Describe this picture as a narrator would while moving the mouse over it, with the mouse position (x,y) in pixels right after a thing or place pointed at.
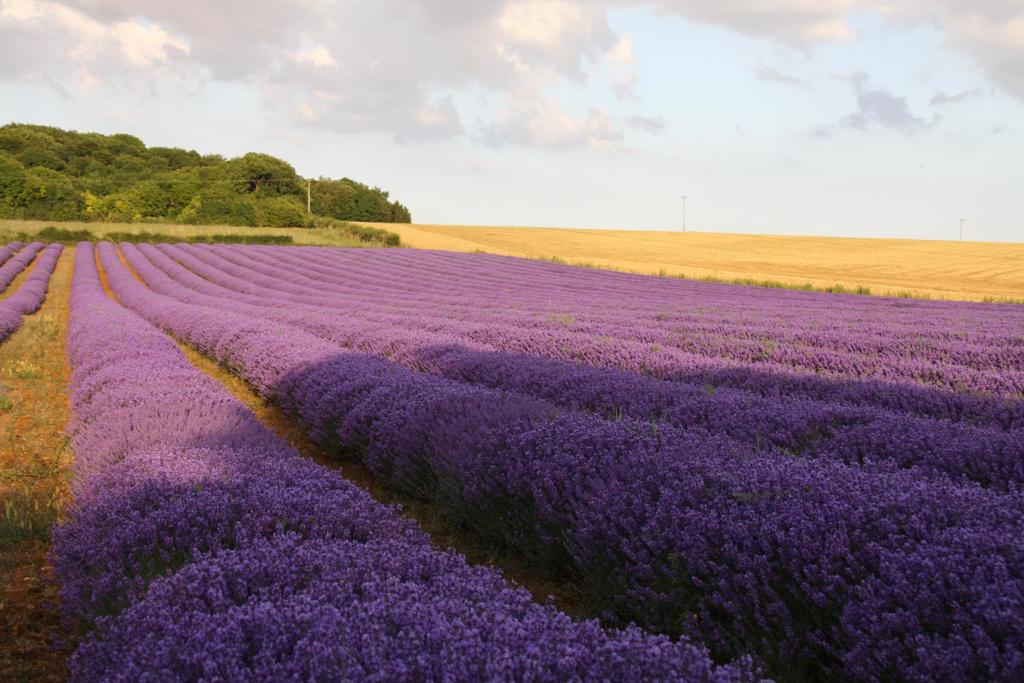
In this picture there is flowers field (521,358) in the center of the image (342,253) and there are trees (268,219) at the top side of the image (335,213).
